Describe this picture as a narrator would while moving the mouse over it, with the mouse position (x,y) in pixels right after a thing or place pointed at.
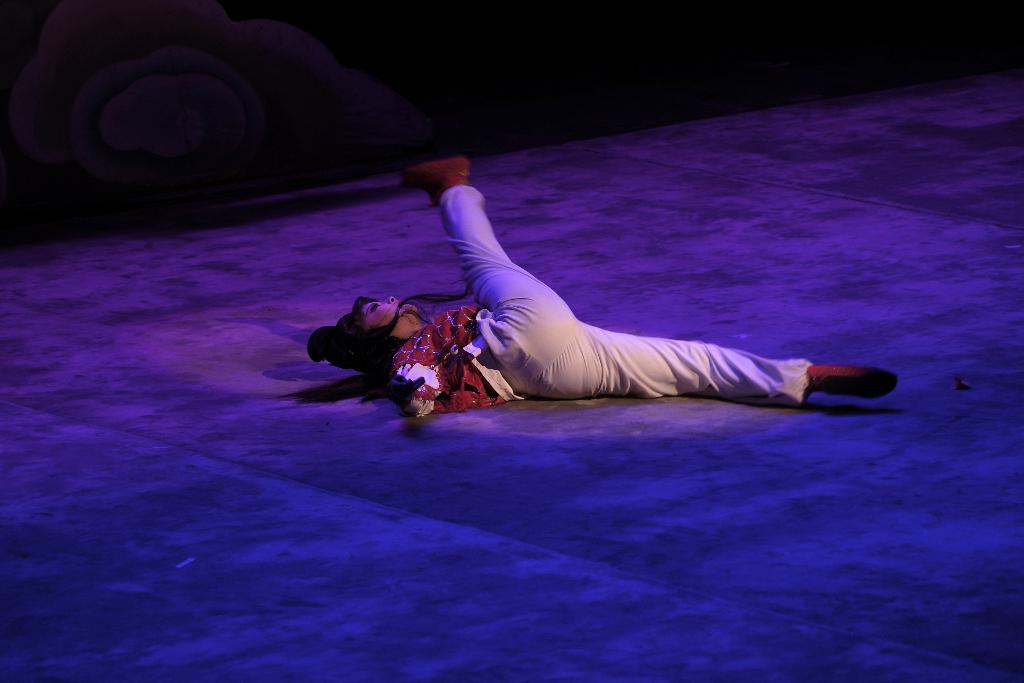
In this image we can see a lady (485,390) lying on the floor (597,438). The background of the image (963,31) is not clear.
